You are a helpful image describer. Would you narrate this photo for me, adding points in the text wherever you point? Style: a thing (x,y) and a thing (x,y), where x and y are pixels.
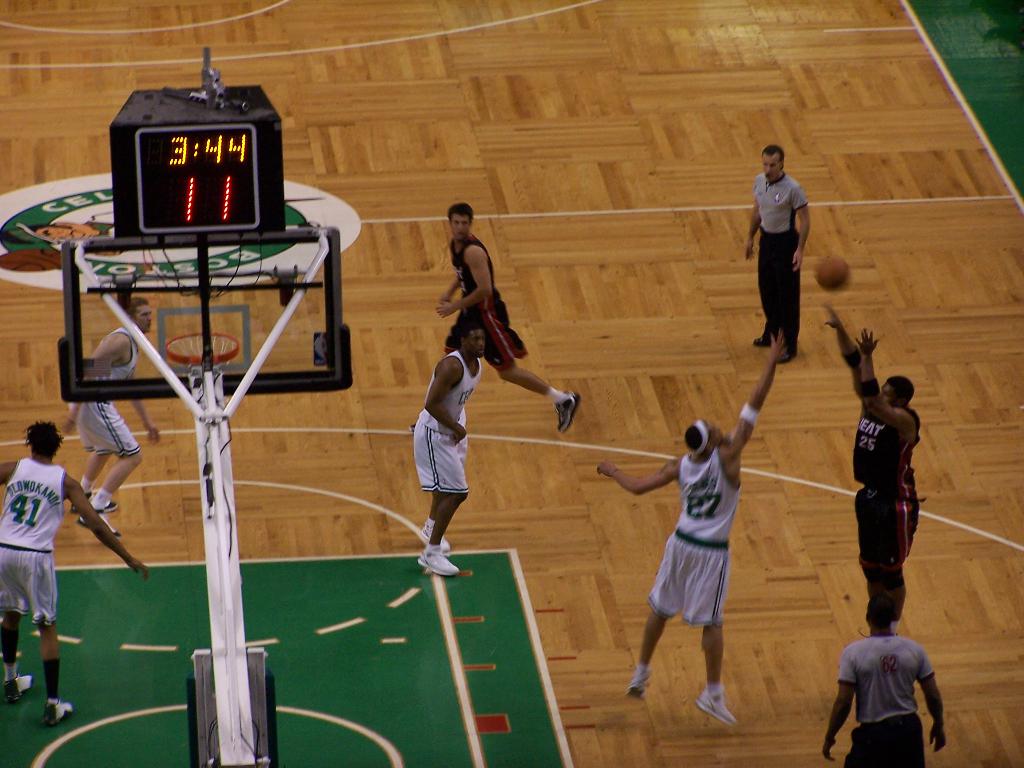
In this picture I can observe some players (39,537) playing basketball in the court (429,198). I can observe white and black color jerseys (455,392) in this picture. On the left side (209,357) there is a basket (197,354) fixed to the pole (230,487). I can observe LED display (186,189) on the left side (173,177). The court (533,513) is in brown color.
